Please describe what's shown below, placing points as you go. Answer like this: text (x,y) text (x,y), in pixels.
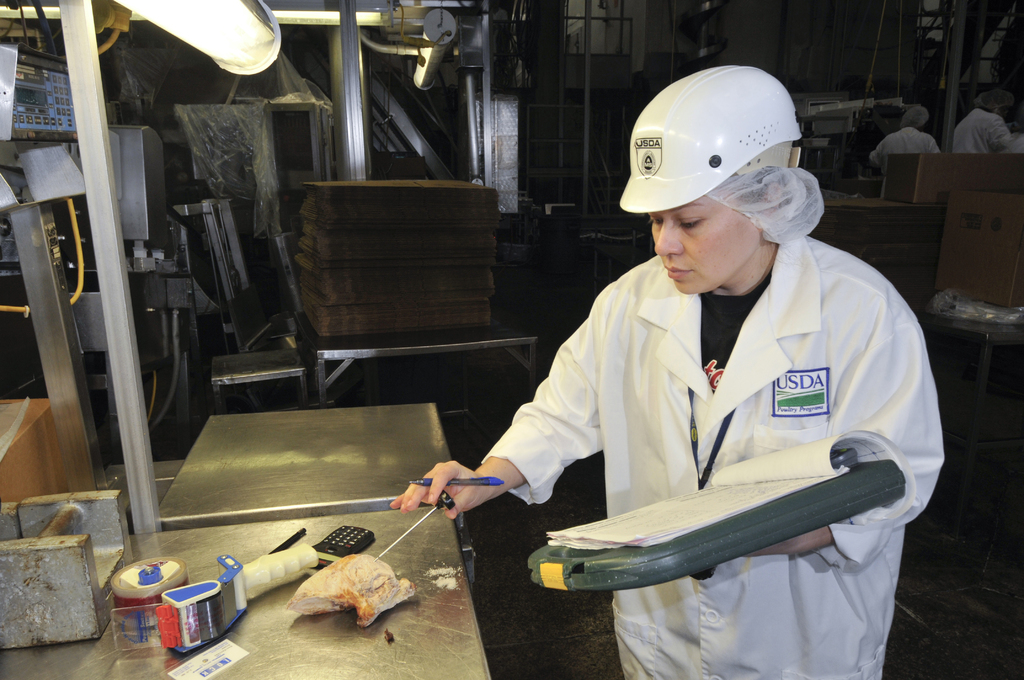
In this picture there is a woman (752,176) who is wearing helmet (764,163), t-shirt (727,314), coat (779,364) and holding the book (660,509) and pen (422,479). She is standing near to the table (315,626). On the table (315,626) I can see the calculator (369,543), plaster (142,601) and other objects (191,640). In the back (336,263) I can see the tables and other objects (355,120) which are placed near to the wall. In the top right corner (907,144) I can see two persons (921,128) who are standing near to the wall (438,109).
